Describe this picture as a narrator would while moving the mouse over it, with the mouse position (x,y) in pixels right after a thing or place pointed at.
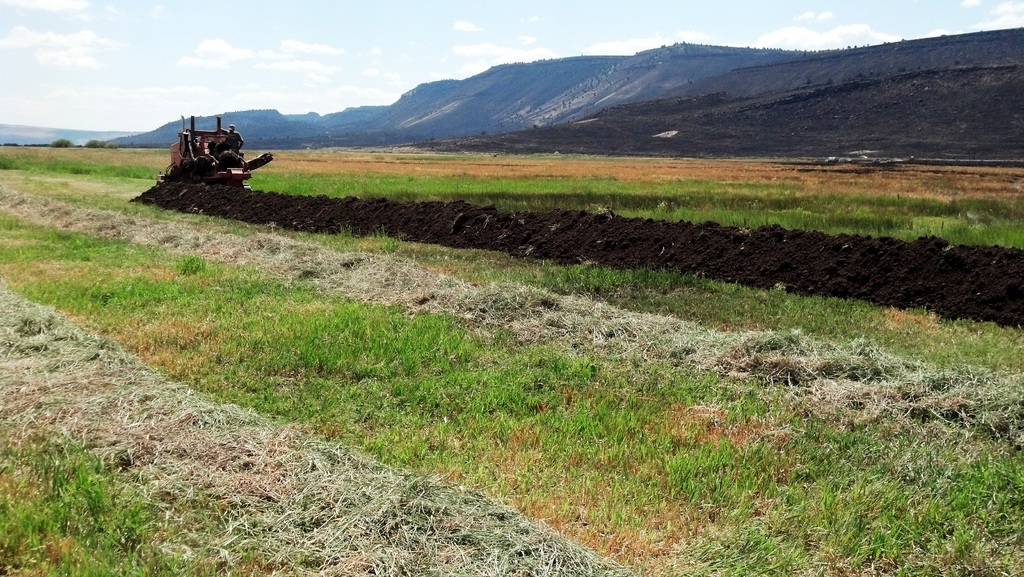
This image consists of green grass (371,420) on the ground (301,262). In the middle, there is a vehicle (223,165). In the background (590,106), there are mountains (497,110). At the top (182,50), there are clouds (93,38) in the sky (152,54).
